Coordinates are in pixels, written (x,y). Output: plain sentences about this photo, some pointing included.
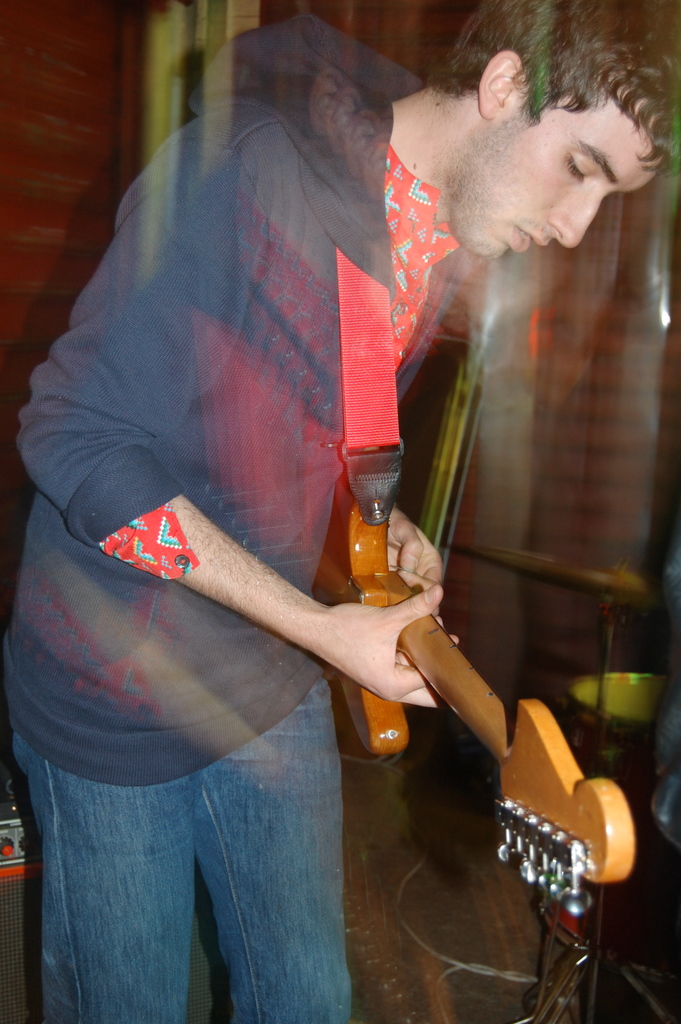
Here we can see a man (193,681) playing a guitar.
